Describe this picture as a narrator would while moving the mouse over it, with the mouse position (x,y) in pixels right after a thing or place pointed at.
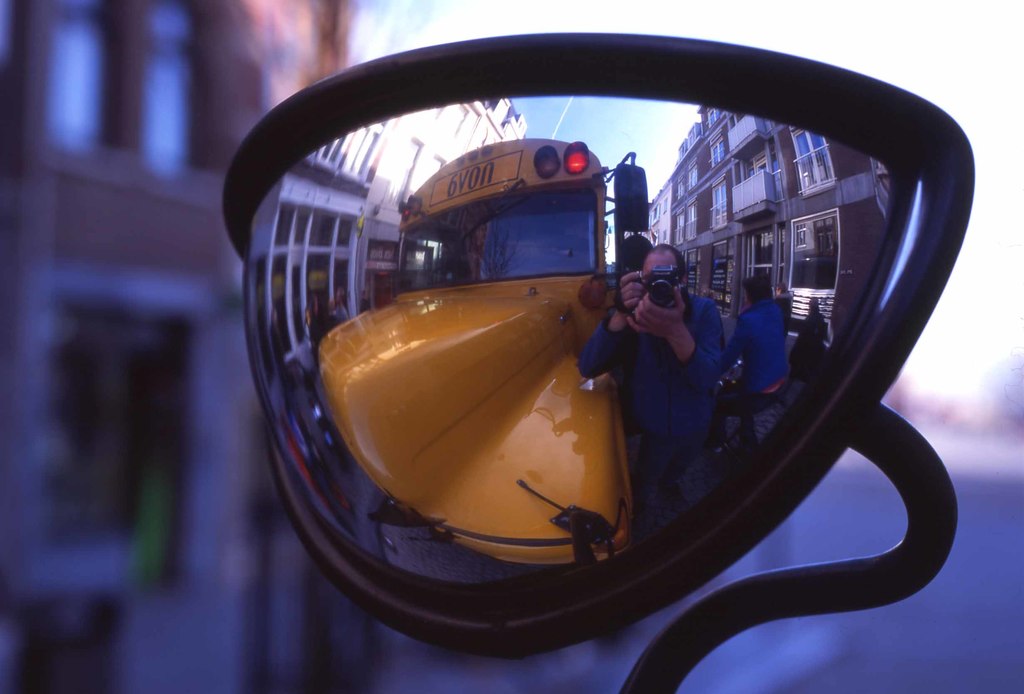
In this image I can see a mirror (489,390) in the centre (531,407) and on this mirror (413,269) I can see reflection (522,268) of a yellow colour bus (436,274), few building (731,192) and few people (670,365). I can see one person (680,265) is holding a camera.
